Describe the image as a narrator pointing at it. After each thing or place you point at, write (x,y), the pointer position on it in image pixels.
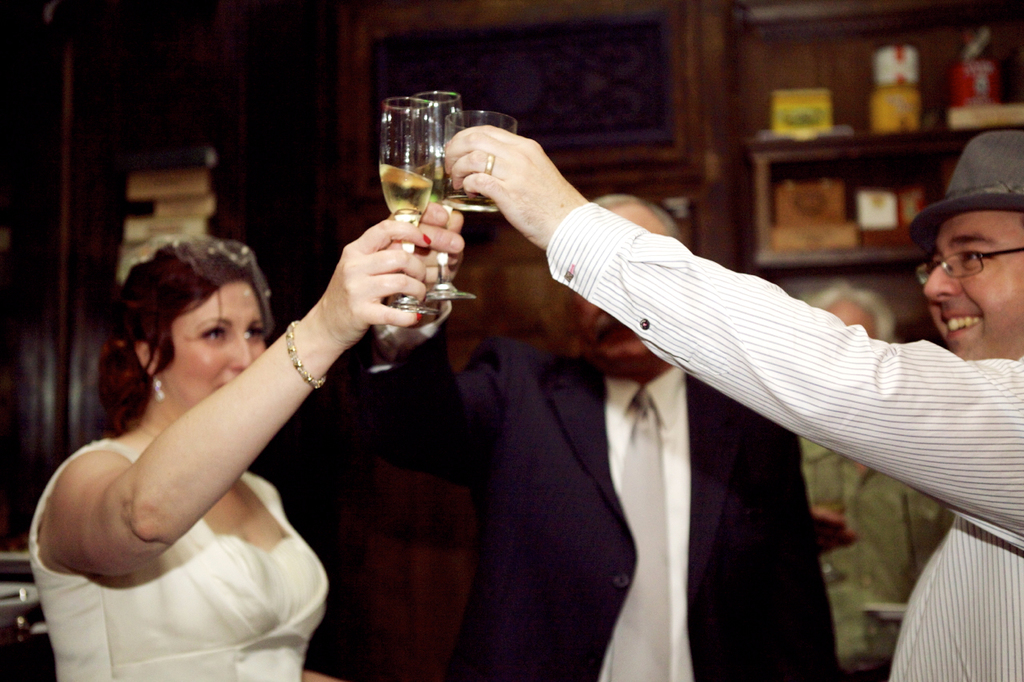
In this picture I can see there are three people (540,390) standing and they are holding wine glasses (456,200) and the person (265,585) on to left (151,608) is wearing a white dress (190,599) and the person (823,338) on right (797,347) is wearing a shirt (996,588) and the person (655,613) in middle (647,361) is wearing a blazer (602,482) and a shirt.
